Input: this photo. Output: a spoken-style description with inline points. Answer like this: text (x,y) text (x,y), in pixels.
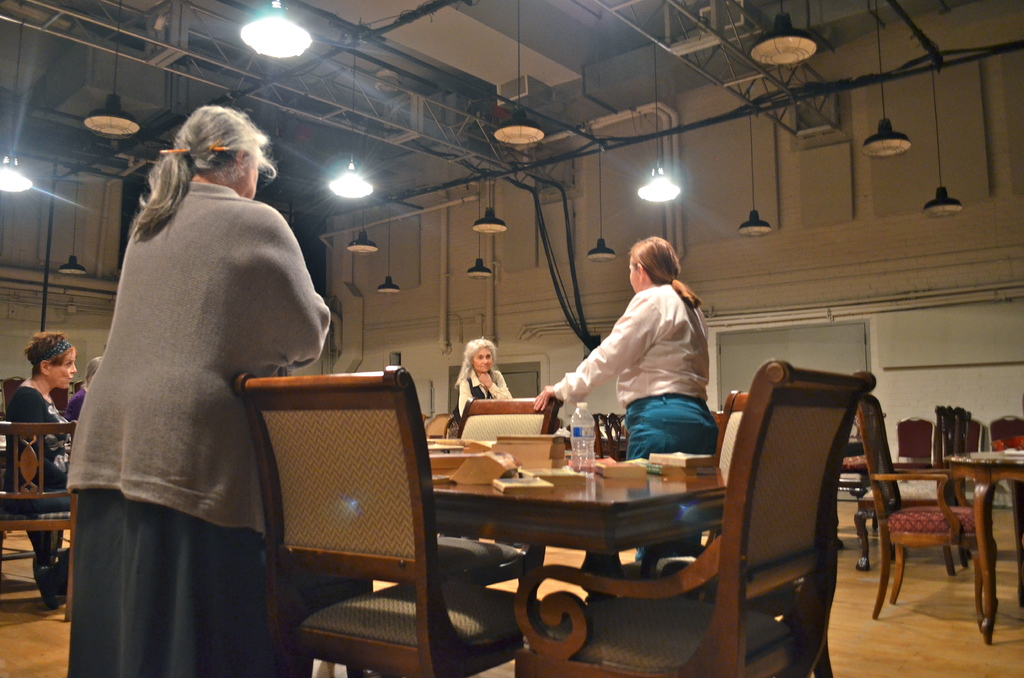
There are five people (152,385) one, two, three, four and five. On the right side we have a woman (555,391). She is standing. In the center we have a woman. She is also standing. The two are looking at each other. The two persons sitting in a chair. There is a table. There is a bottle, book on a table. There is a chair (331,397) On the background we can see lights (71,258), walls (28,273).
